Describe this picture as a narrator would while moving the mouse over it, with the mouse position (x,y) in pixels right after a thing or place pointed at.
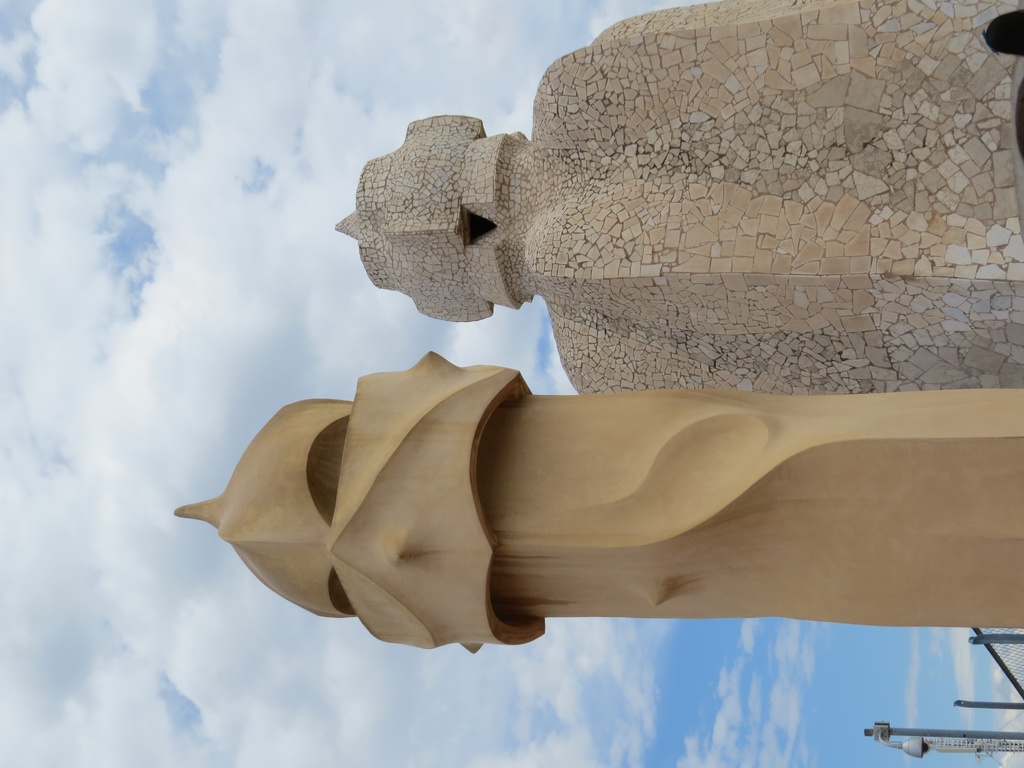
In this image we can see monuments (481,611) and We can see sky (744,680) and clouds (325,666).
